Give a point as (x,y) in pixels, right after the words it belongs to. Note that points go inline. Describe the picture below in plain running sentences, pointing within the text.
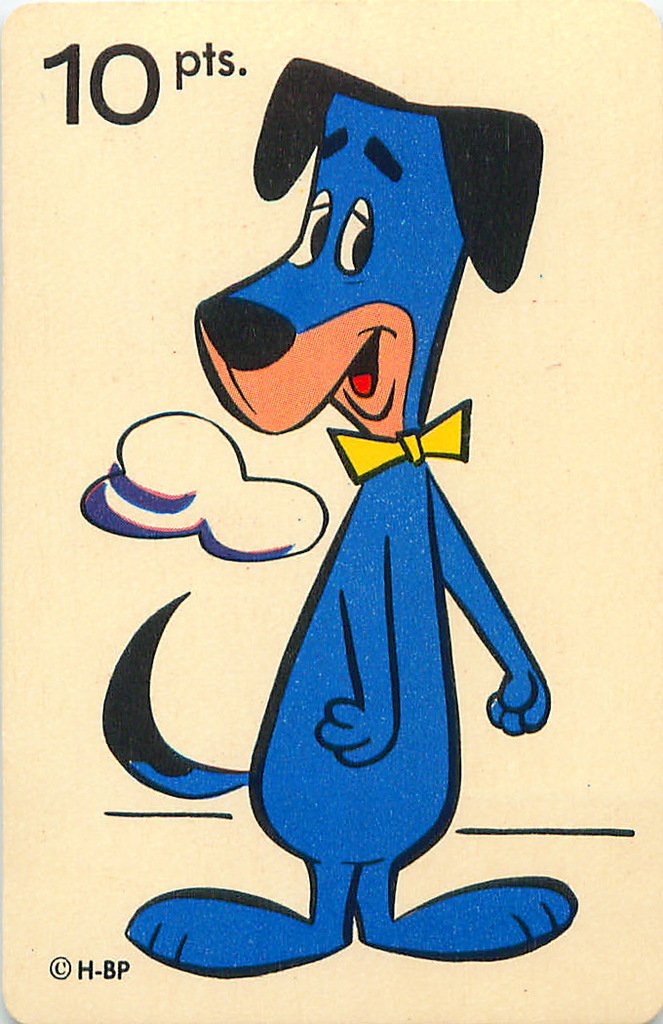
In the image there is an anime image of a blue dog (385,354), it seems to be an art.
